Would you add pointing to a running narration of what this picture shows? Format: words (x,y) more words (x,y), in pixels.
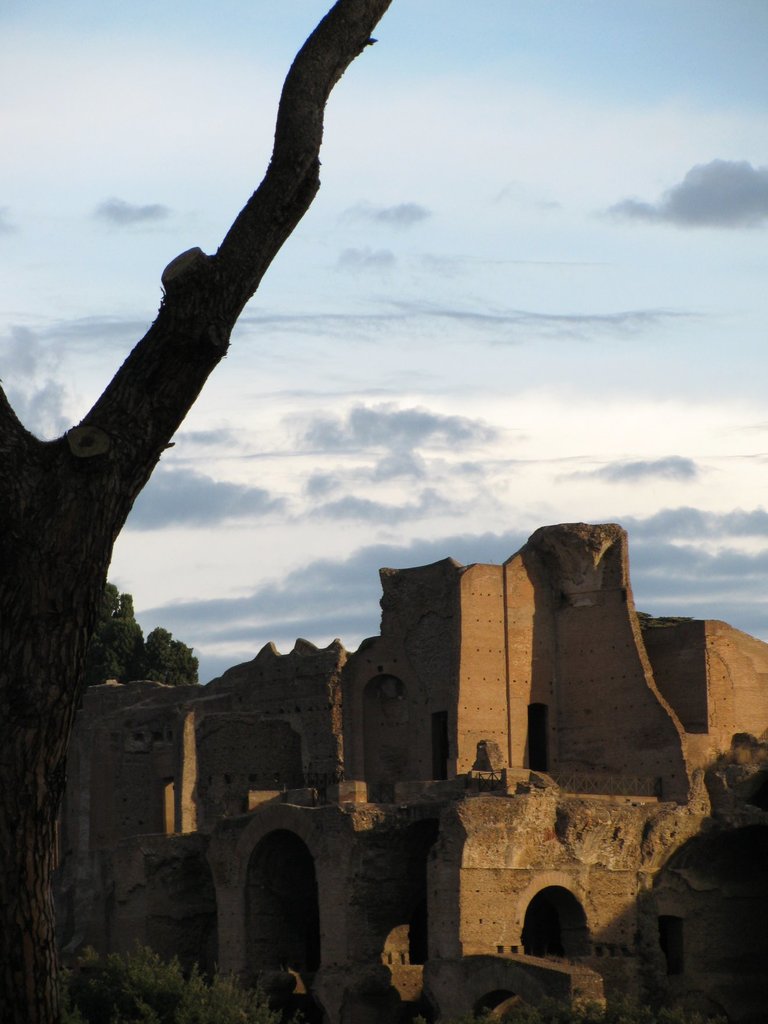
In the center of the image (402,681) there is a fort (436,823). On the left side (67,593) we can see a tree (75,604). In the background (470,265) there is a sky (491,247) and clouds (374,468).
